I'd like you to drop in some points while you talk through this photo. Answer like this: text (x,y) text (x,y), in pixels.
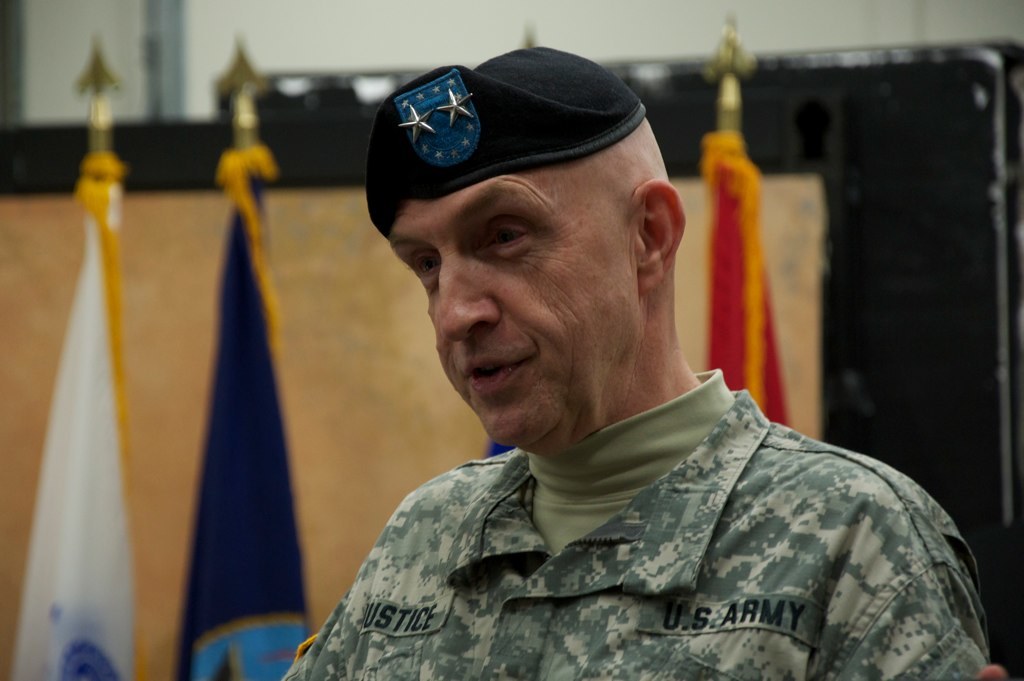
In this picture I can see a man (570,569) in front (597,251), who is wearing army uniform (445,552) and I see something is written on the shirt (486,592) and I see that he is wearing a cap (501,110), on which there are 2 stars (413,114). In the background (254,273) I see 3 flags (779,391) which are of different colors and I see that it is blurred.
